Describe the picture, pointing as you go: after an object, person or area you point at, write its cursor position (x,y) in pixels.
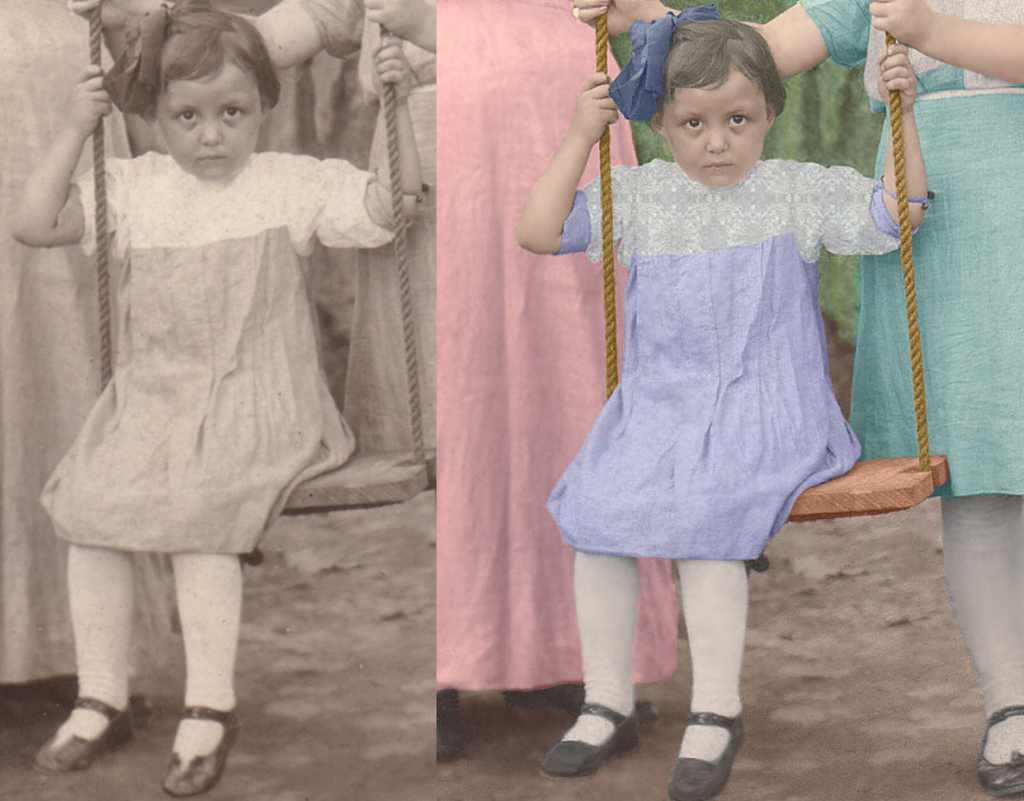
In this picture in the front (679,343) there is a girl (741,343) sitting. In the background (960,246) there are persons (974,258) standing.
